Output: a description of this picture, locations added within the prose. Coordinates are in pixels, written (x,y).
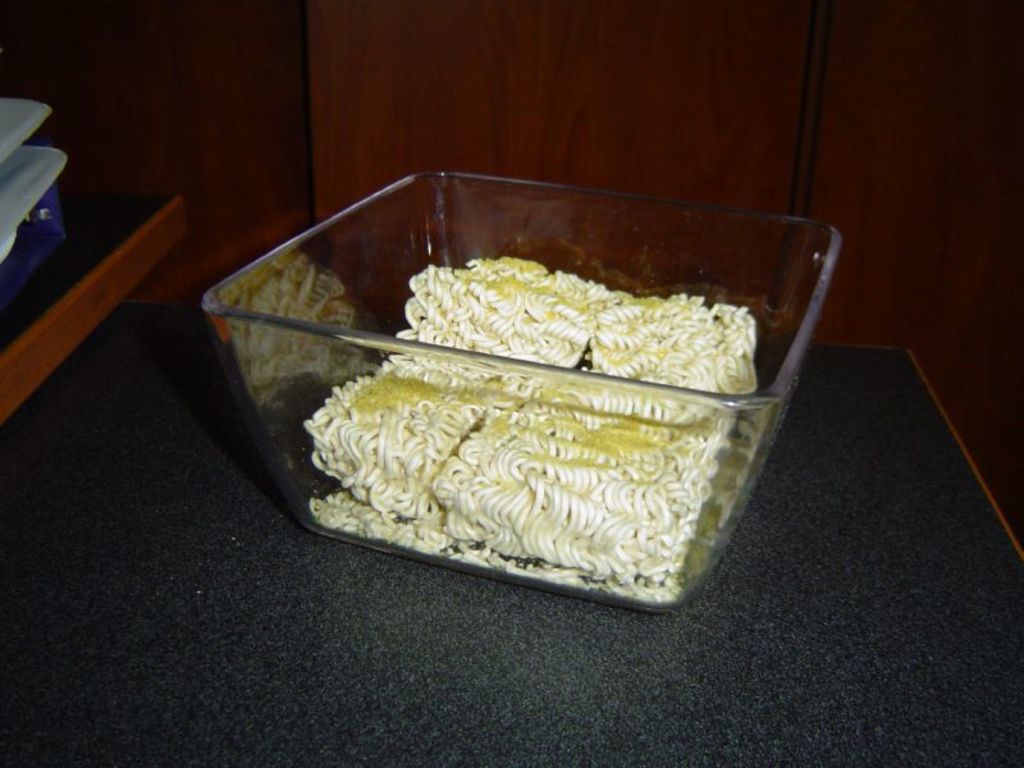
In this image I can see a table (718,696) on which there is a bowl (419,344) which has some noodles (503,529) in it.
